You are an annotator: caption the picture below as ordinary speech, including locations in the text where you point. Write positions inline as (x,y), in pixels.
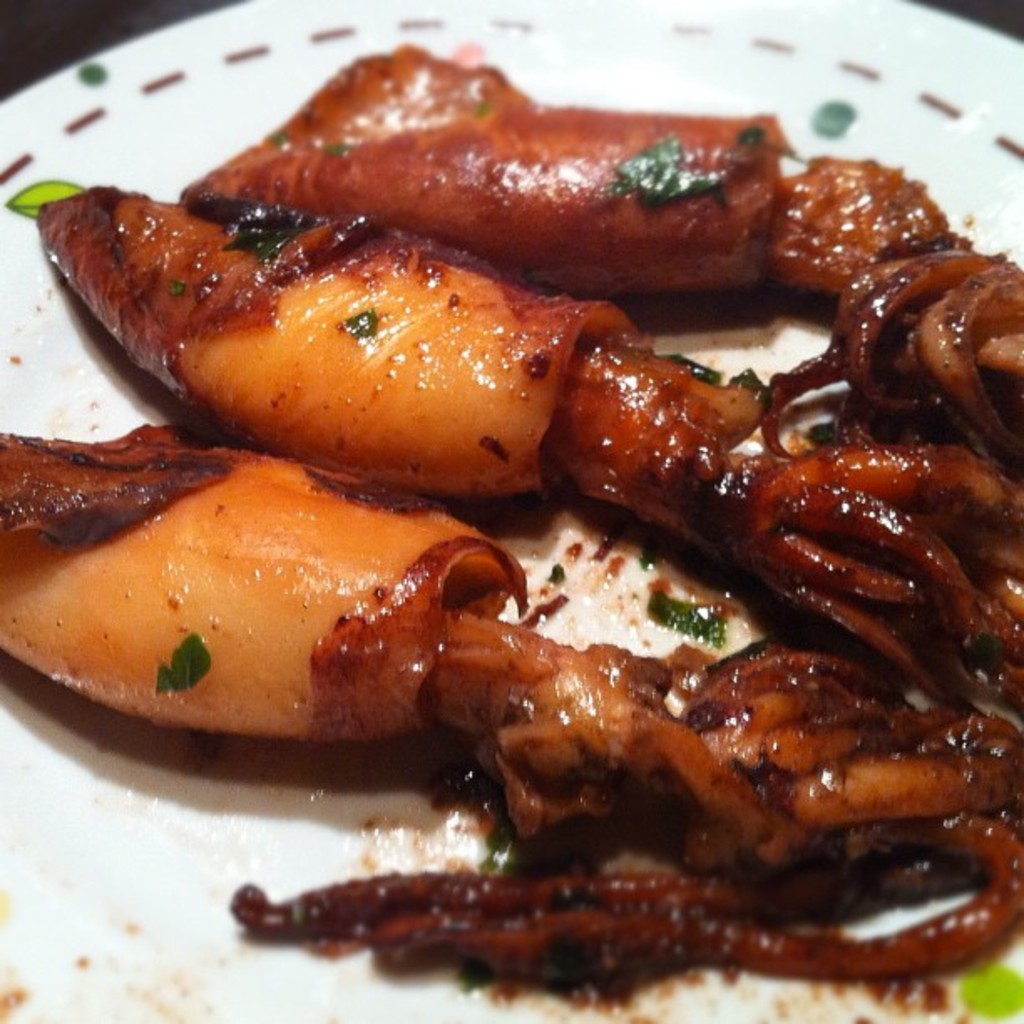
In this picture there is a plate (723,38) served with food (406,387).
